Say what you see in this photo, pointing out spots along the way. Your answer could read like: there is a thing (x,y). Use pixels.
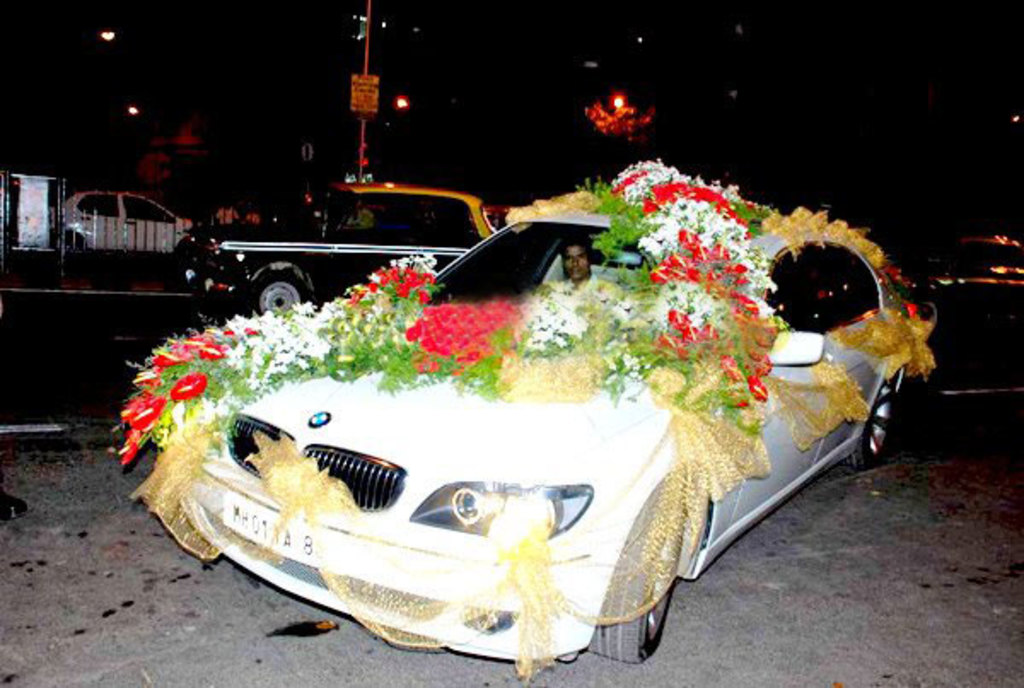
This image is taken during night time. In this image we can see a man (567,271) in the decorated car (512,261). In the background (83,221) we can see the vehicles (84,207) and also the fence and lights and also the pole (369,98).
